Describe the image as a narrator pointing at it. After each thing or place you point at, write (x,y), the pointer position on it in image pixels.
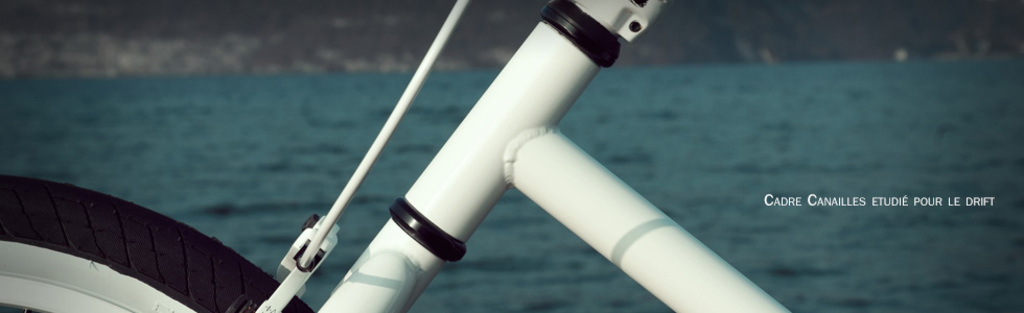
In this image I can see the part of a bicycle (478,141). On the left side (151,259), I can see the wheel (201,261) of this bicycle (460,242). On the right side (785,202) there is some edited text (922,203). In the background (765,126), I can see the water (714,150). At the top of the image (395,33) there are some trees (812,28).
